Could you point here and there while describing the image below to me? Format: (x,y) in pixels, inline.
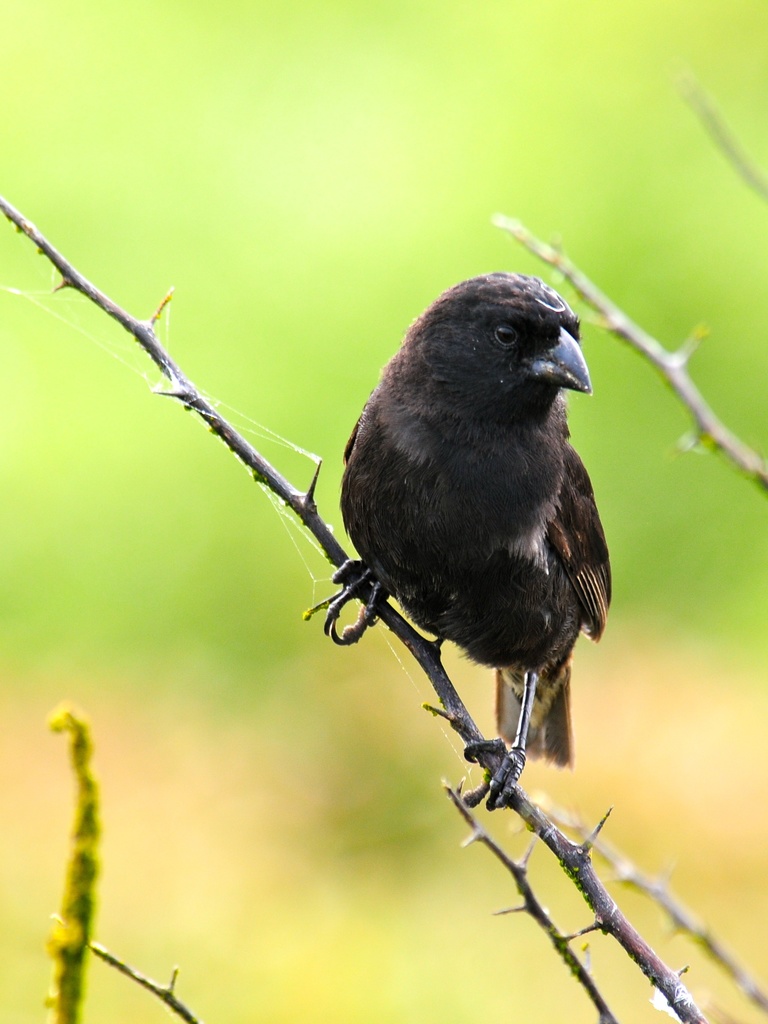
In this picture we can see a bird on the branch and there is a blur background (255,226).
